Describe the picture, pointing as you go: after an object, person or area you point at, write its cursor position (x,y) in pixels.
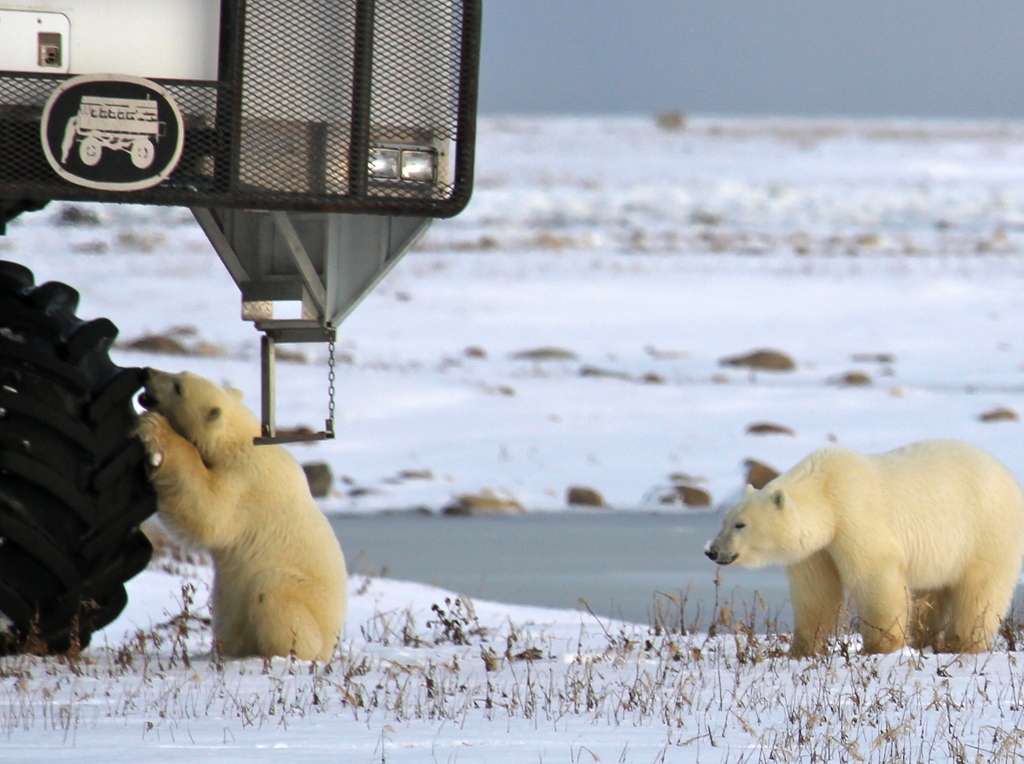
In the image in the center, we can see one vehicle (278,51) and two polar bears (887,517), which are in cream color. In the background (697,126), we can see the sky (808,30), snow (691,462), water (426,557) and grass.
